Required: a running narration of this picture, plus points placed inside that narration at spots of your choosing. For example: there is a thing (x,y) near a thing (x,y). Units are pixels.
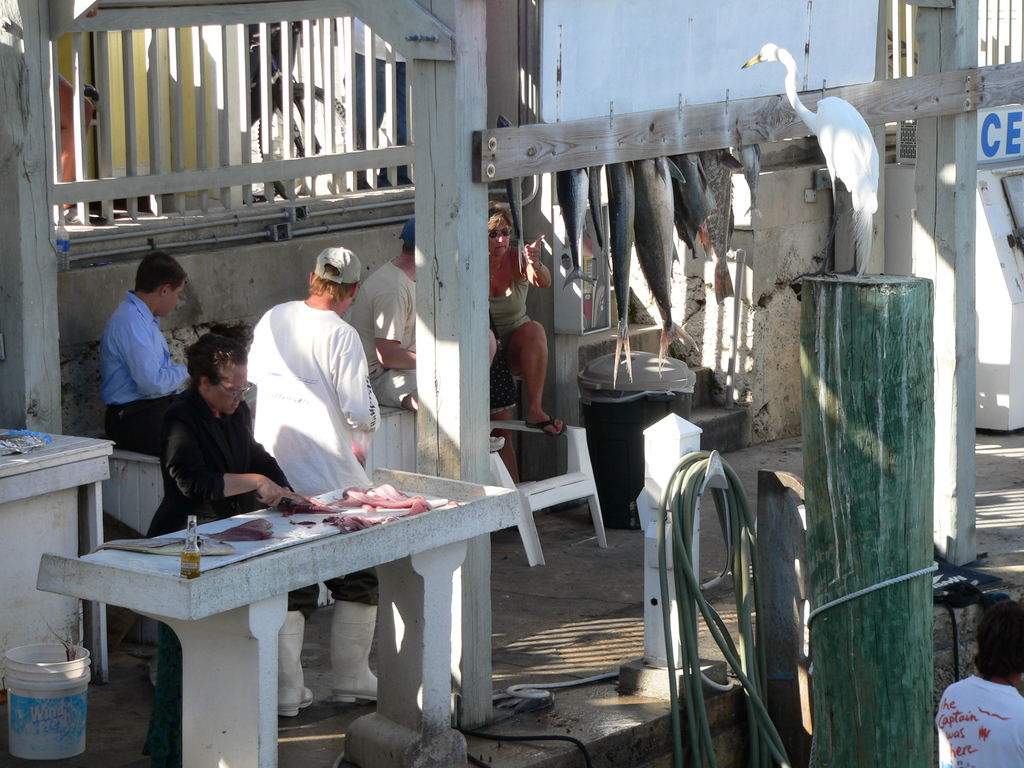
In this image, in the left side (232,631) there is a table (298,577) which is in white color, there are some fish (220,555) on the table (220,555), there is a bottle (186,557) which is in brown color, in the right side (868,677) there is a pole (867,662) which is in green color, on that pole (873,306) there is a bird (824,143) sitting, in the background (786,121) there is a wooden block (173,144) which is in white color.
